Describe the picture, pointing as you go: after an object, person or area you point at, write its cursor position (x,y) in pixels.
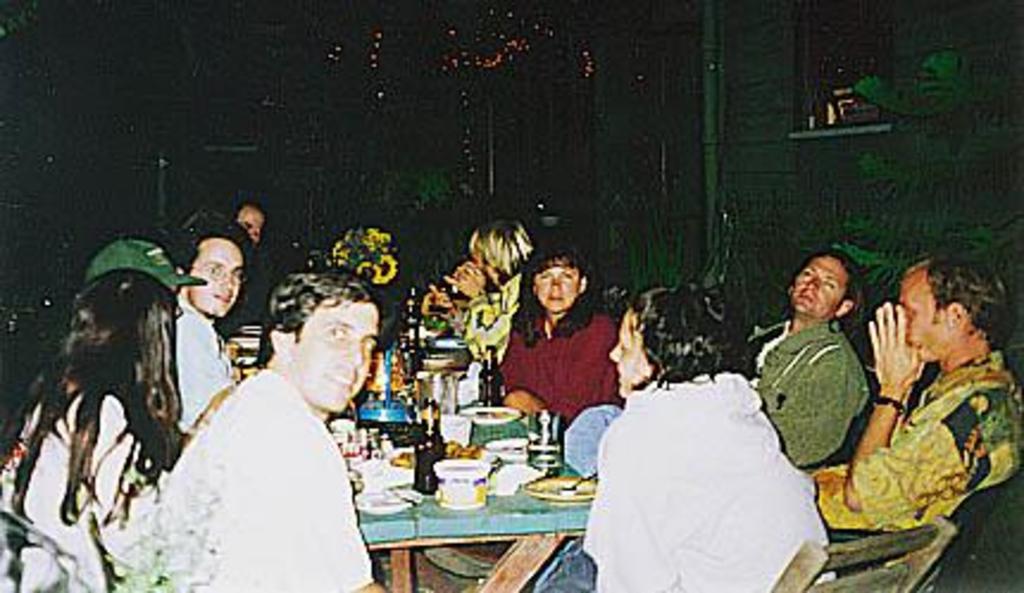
In the image we can see there are lot of people (181,298) who are sitting on chair (887,572) and in front of them there is a table (484,540) on which there are wine bottles (431,407), glass (548,434), can (462,465), plate (379,489) and food items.
